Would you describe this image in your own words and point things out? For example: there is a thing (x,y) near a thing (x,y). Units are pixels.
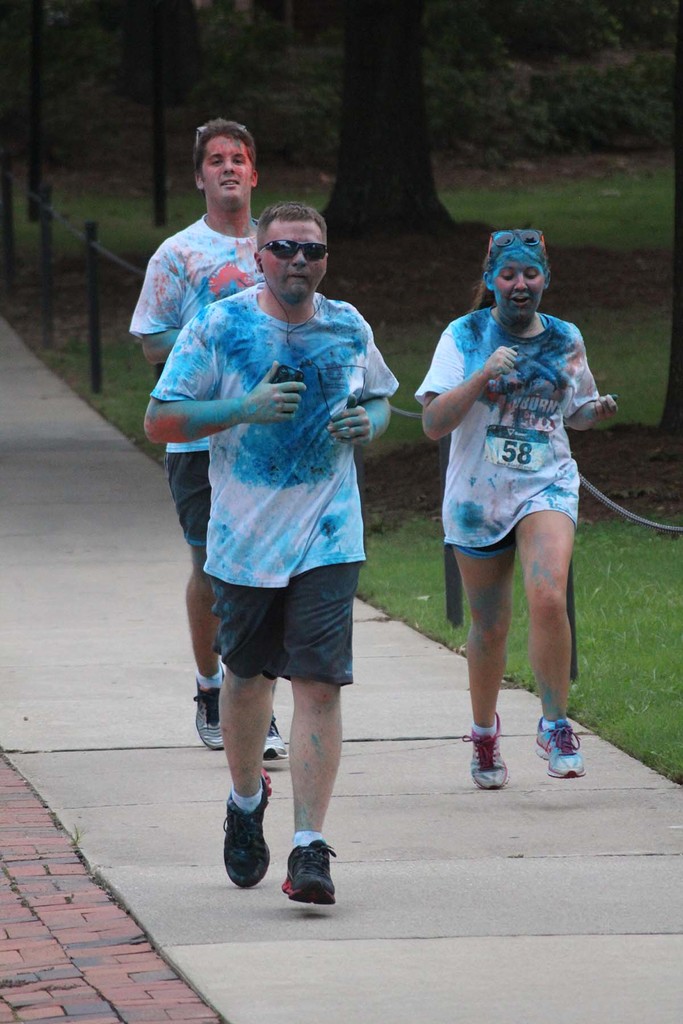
In this picture there are three persons (300,618) running on the road (143,787). At the back (480,69) there are trees (480,69) and poles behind the railing (9,226). At the bottom (488,827) there is grass (634,626) and there is a road (522,765).
